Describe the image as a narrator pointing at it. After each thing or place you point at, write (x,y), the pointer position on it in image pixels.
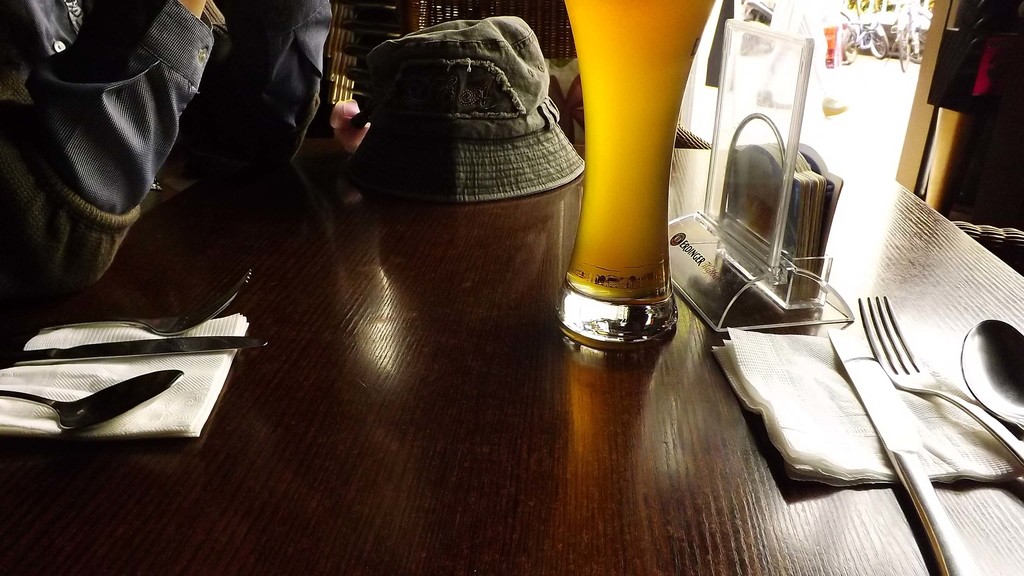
There is a table (385,368) in the picture on which some tissues (107,382), spoons (133,394), knives (139,352) and glass (613,129) with some drink (622,244) were placed. There is a cap (491,136) on the table (519,220) and some people (253,51) was sitting here. In the background (864,39) there is a bicycle (856,29) here.
